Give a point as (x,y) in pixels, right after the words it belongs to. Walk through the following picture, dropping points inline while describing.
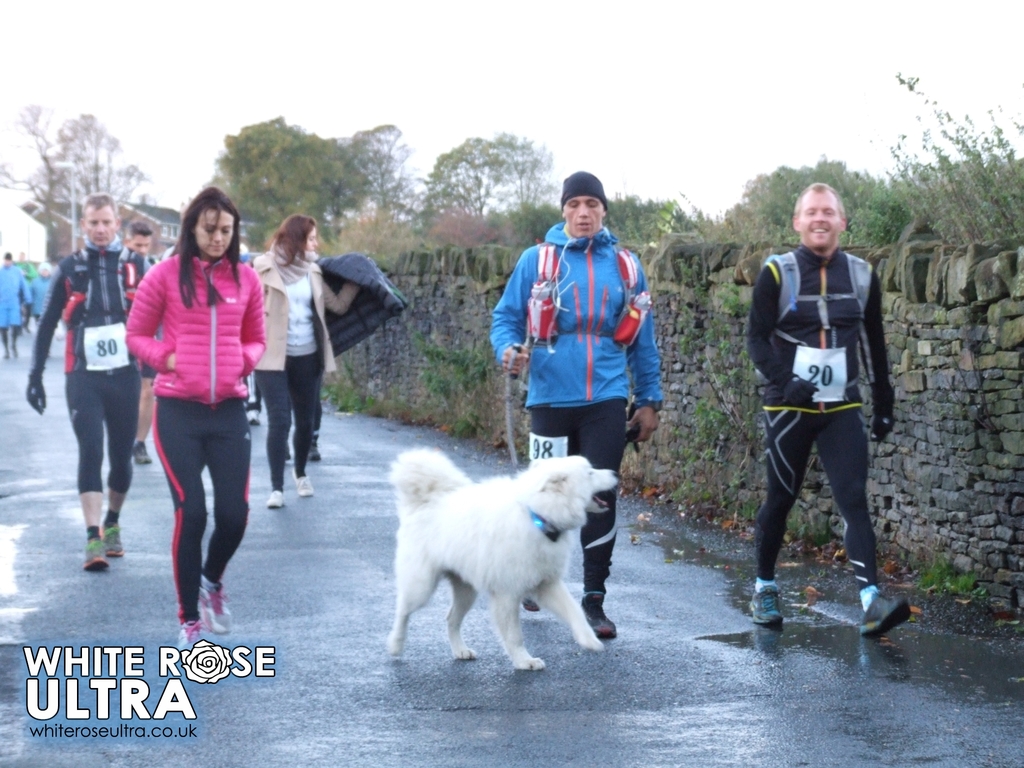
In this image, I can see few people (93,223) and i can see a person (591,203), Who is wearing blue jacket (598,257) and holding a dog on the street (747,635) and i can see few bricks (984,367) which is build has a boundary wall (436,335) and few trees (935,151) and road (367,673) looks like full of wet and water (850,654).
